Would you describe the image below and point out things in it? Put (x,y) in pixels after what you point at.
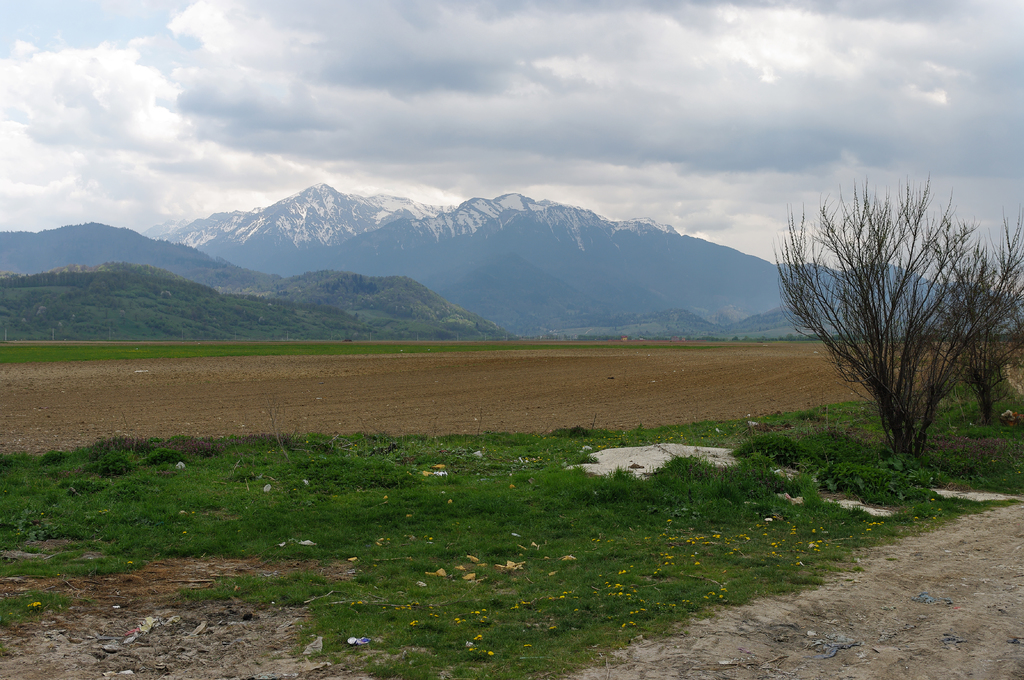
In this image at the bottom (381,566) there is grass (781,502), and sand (923,583) on the right side (881,334) there are some plants (838,285). And in the background (464,274) there are mountains (454,271), at the top (377,104) there is sky (491,187).
